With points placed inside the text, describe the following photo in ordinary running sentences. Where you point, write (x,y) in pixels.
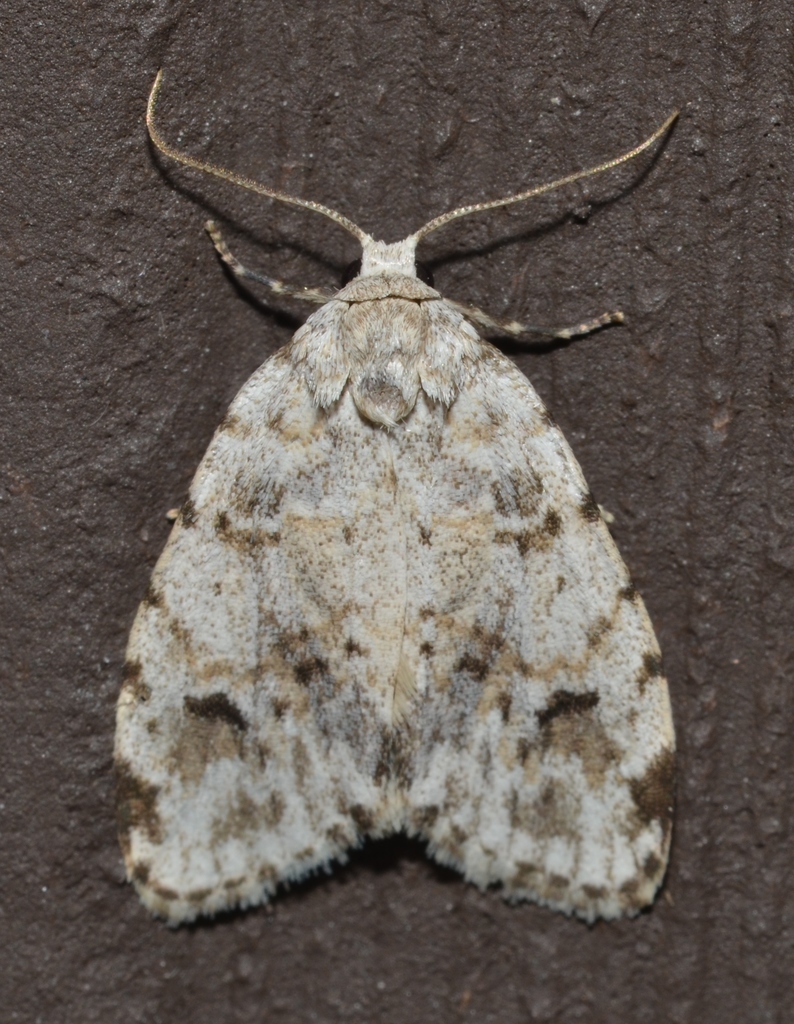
In this picture we can see a moth (154,754) on a surface (241,282).
